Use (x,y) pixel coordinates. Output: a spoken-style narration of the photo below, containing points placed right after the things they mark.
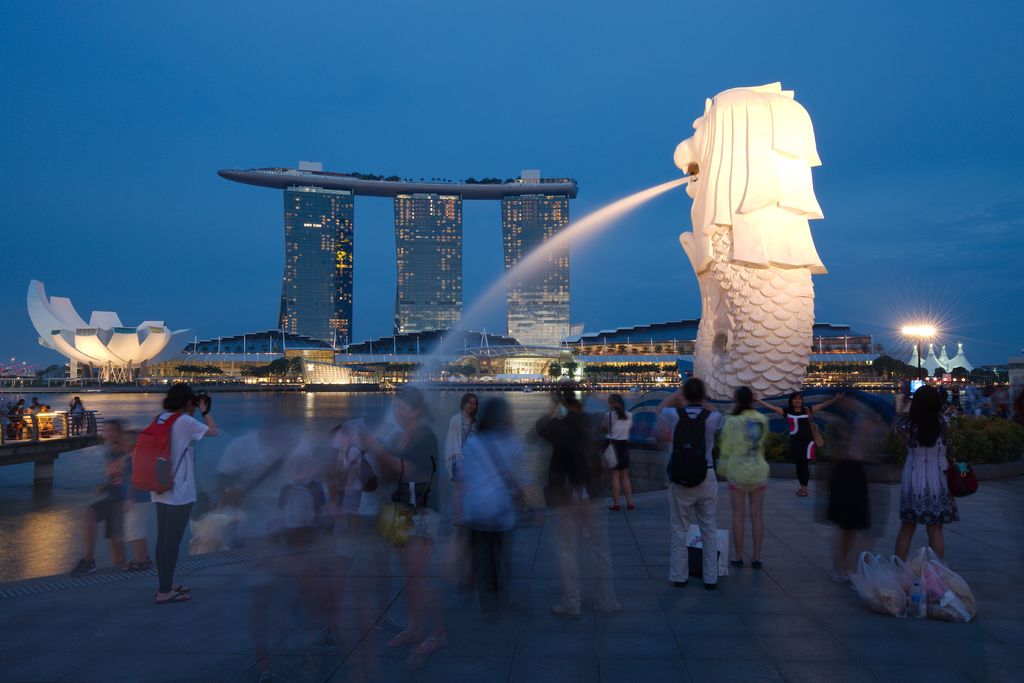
At the bottom (383,578) the image is blur but we can see few persons (574,513) are standing on a platform (757,632) and there are few persons (415,443) carrying bags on their shoulder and there are plastic cover bags (904,591) on the platform (705,641). On the left (184,435) a man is holding a camera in his hands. In the background (50,510) we can see a fountain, water (40,514), few persons (44,422) are standing on a platform (4,440), water (121,398), buildings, lights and poles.
